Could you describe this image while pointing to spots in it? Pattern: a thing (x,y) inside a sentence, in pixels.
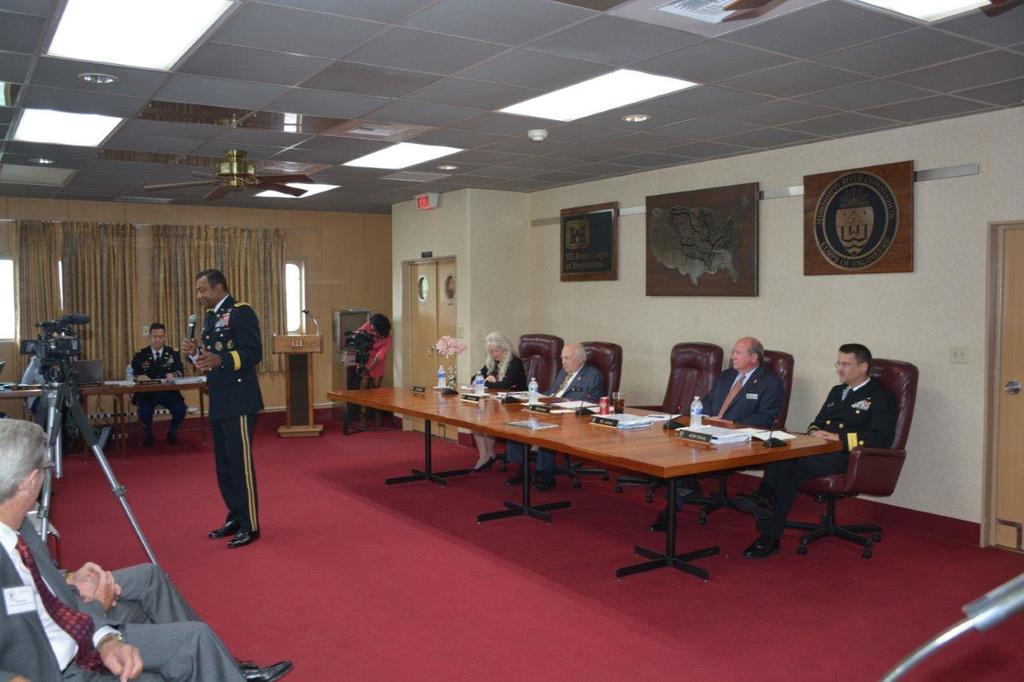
In this picture we can see a group of people (747,369) sitting on chairs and in front of them on table (713,469) we have bottles (479,385), tins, glasses (620,404), books (723,427), vase (452,381) with flower (445,350) in it and in middle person (228,341) holding mic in his hand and talking and in background (234,252) we can see curtains (124,259), door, frames (600,273), podium (298,404) with mic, camera (63,353).
